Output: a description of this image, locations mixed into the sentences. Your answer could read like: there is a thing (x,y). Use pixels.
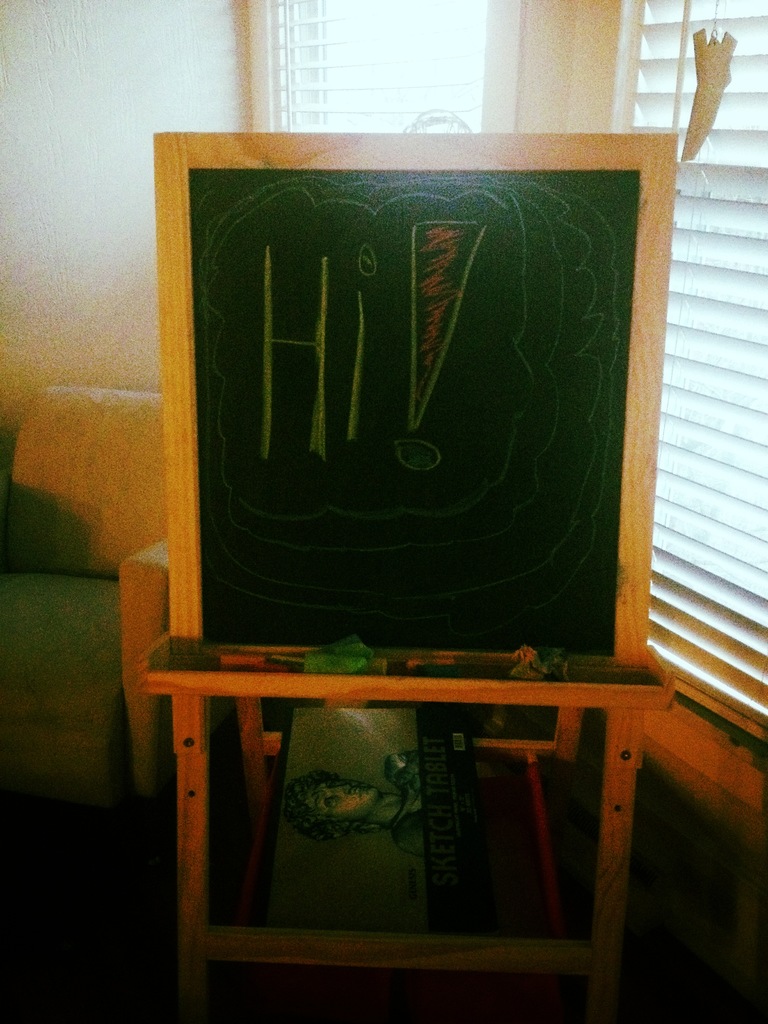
There is a board (321,549) on a table (446,697) in the middle of this image (366,587). There is a window (349,22) in the background (718,288). There is a sofa (110,575) on the left side of this image (106,501), and there is a wall (82,161) at the top of left side of this image (82,188).
